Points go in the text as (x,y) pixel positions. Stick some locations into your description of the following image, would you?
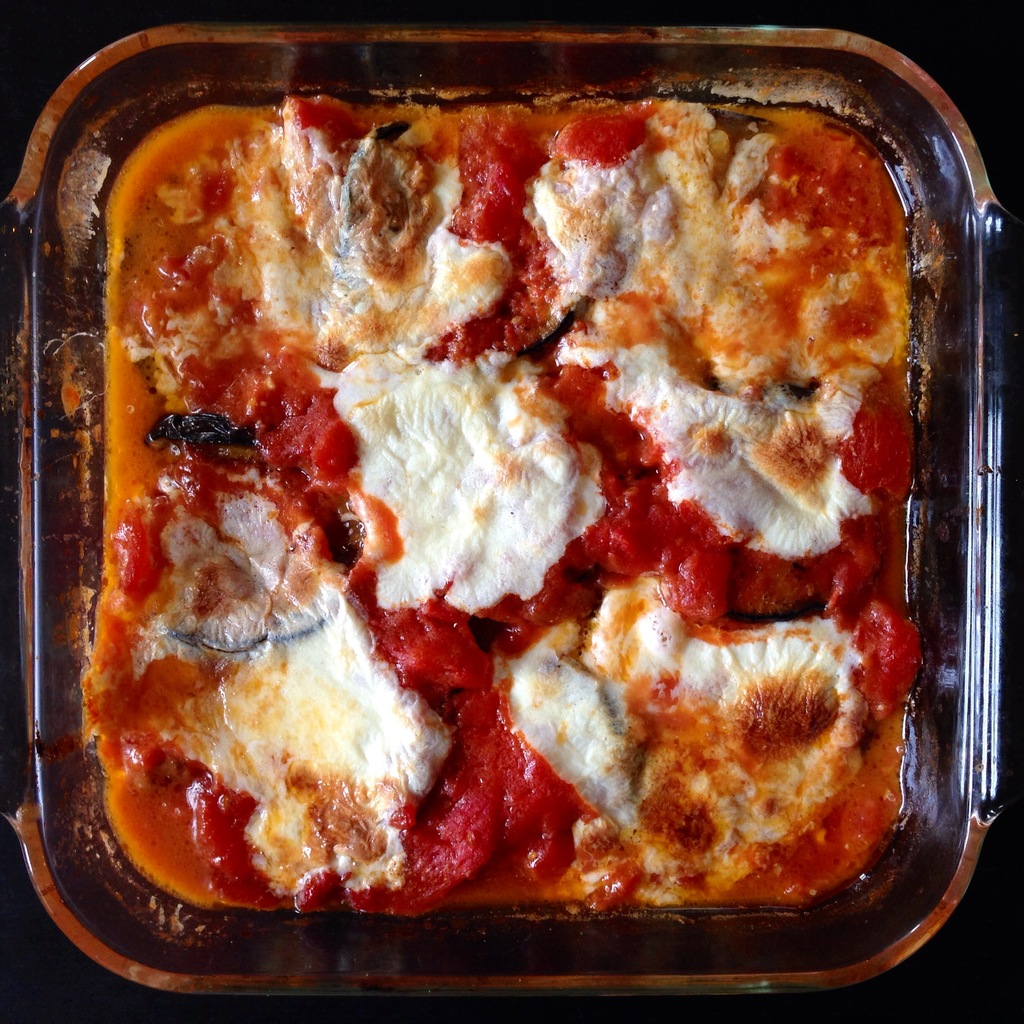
In this image I can see a glass dish (287,83) and in it I can see food (143,591). I can see colour of this food (461,477) is white and red.
